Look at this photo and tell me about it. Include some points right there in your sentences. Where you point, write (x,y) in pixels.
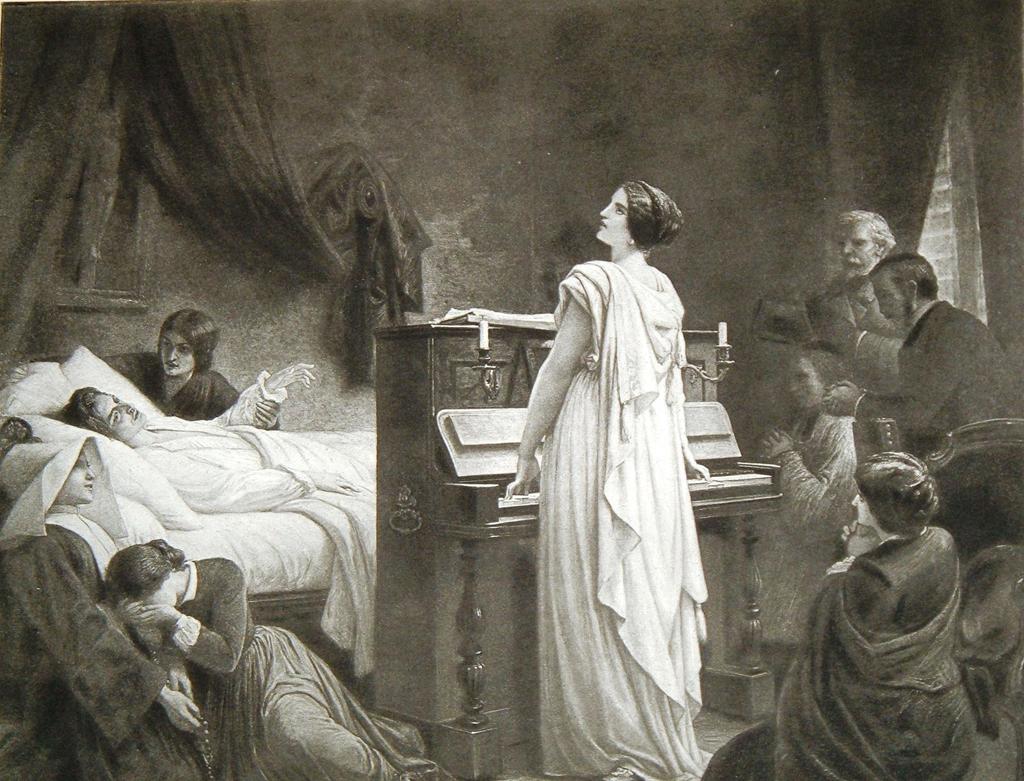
This is a black and white picture, there is a woman (562,292) standing in the middle (467,392) playing piano (467,460) and a person (233,429) laying on bed (369,485) in the front (367,485) and few persons (217,598) crying on either side.
